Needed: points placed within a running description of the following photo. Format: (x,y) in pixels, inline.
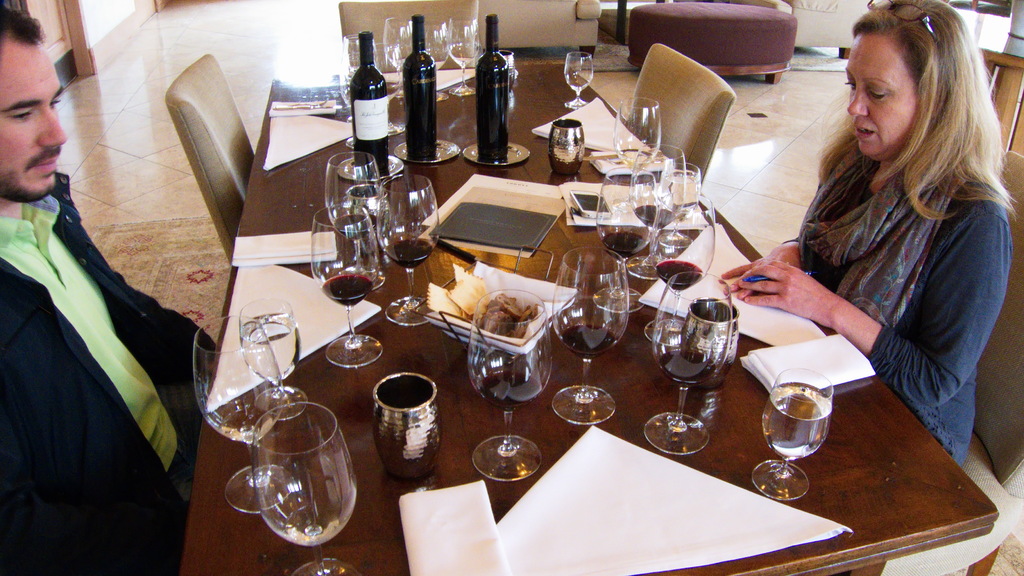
In this picture, There is a table (879,536) which is in brown color on that table (907,506) there are some wine bottle (412,59) which are in black color, There are some glasses (455,90) and there are some papers (745,317) in white color, There are some people (146,498) sitting on the chairs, In the background (162,59) there is a floor (181,45) which is in white color and there is a sofa (792,40) in red color.
